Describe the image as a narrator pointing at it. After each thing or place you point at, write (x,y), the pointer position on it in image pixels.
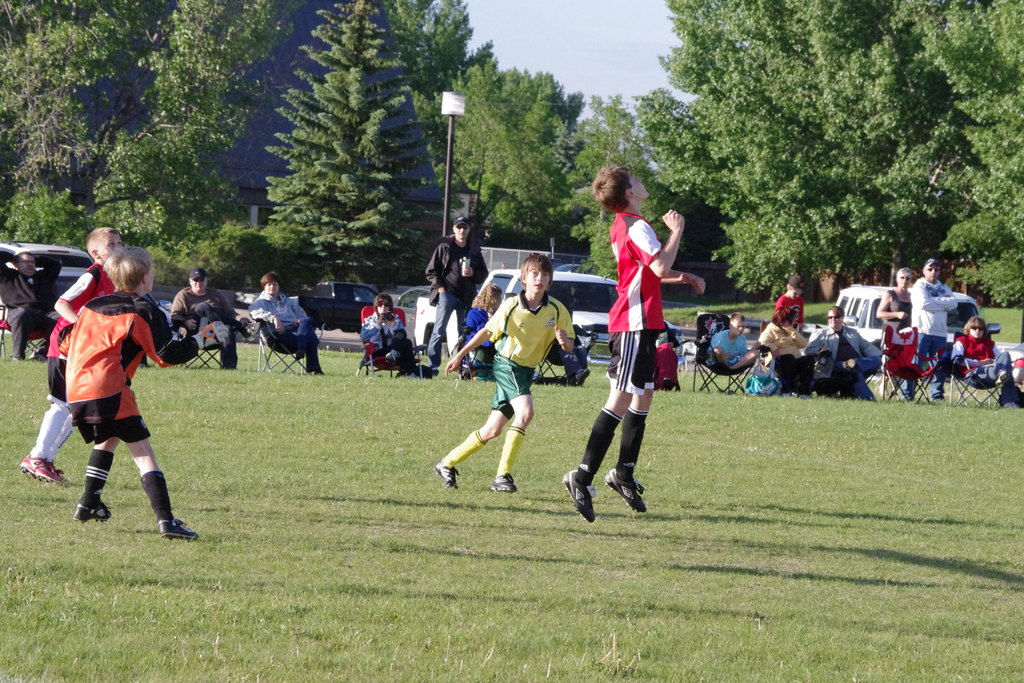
In this image, there are four persons (614,342) playing on the ground (183,397). I can see a group of people (969,351) sitting on the chairs (370,327) and few people (921,315) standing. Behind the people (53,279), there are vehicles (588,307), trees (429,117) and a pole (445,218). In the background (573,62), there is the sky (547,50).
